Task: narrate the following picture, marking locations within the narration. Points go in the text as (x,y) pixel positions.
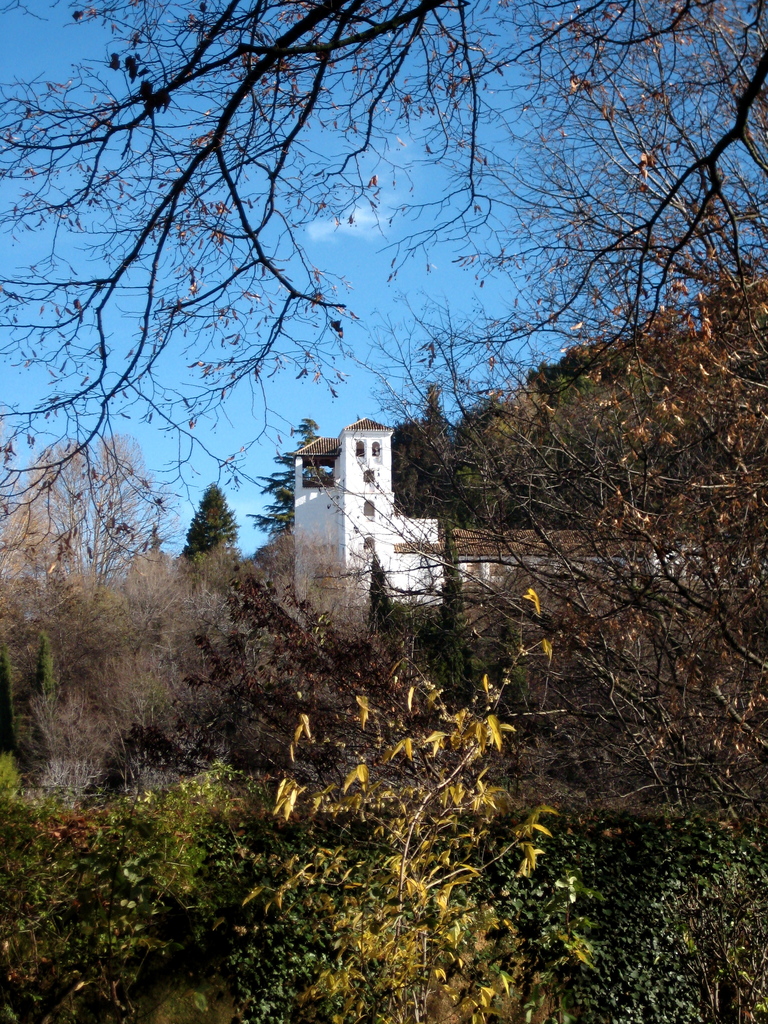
In this picture we can see mostly trees (541,789) and in the middle (422,569) white color building (308,456) with roof top (326,441) and with windows (373,509) and above the building (371,471) sky (340,228).
